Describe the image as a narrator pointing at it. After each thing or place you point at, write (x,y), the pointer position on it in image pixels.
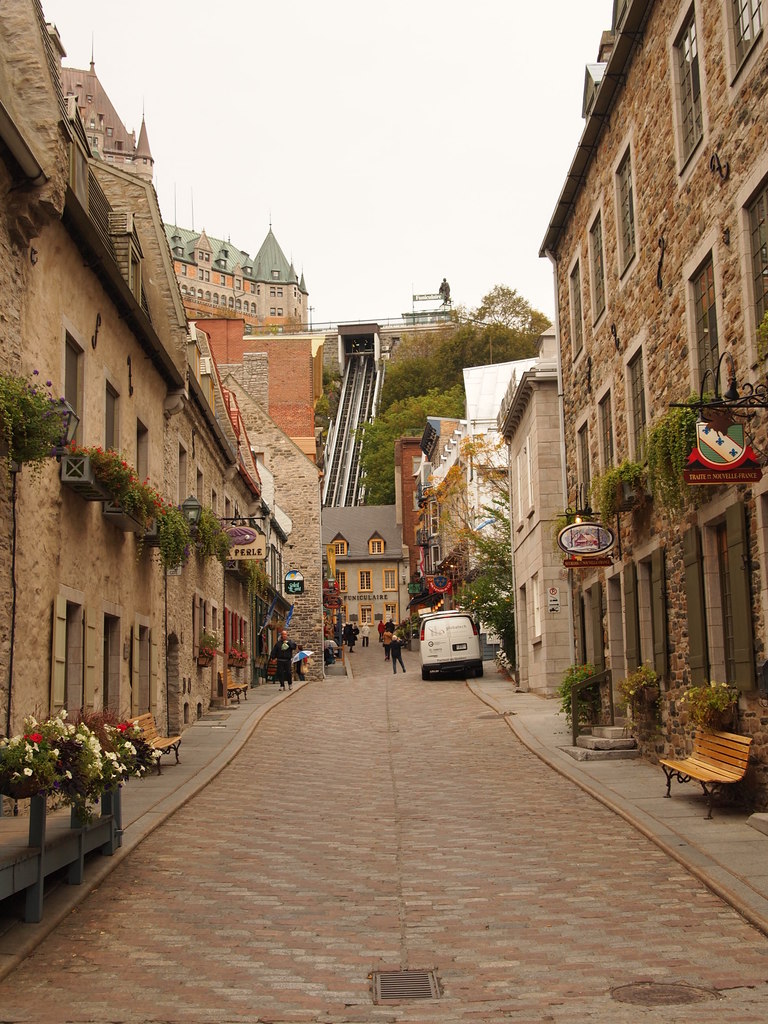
This image is taken outdoors. At the top of the image (246,79) there is the sky (374,74). At the bottom of the image (447,920) there is a road (315,796). On the left (148,560) and right sides of the image there are a few buildings (676,175) with walls (123,592), windows (109,399), doors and roofs (619,48). There are a few plants (162,511) in the pots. There are a few boards (611,540) with a text (246,553) on them. There are a few empty benches (174,741) on the sidewalks (210,714). A few people (330,651) are walking on the road (375,642). In the middle of the image (449,633) a car (445,637) is parked on the road (417,665). There are a few trees (418,366) and there is a railing (392,318).
